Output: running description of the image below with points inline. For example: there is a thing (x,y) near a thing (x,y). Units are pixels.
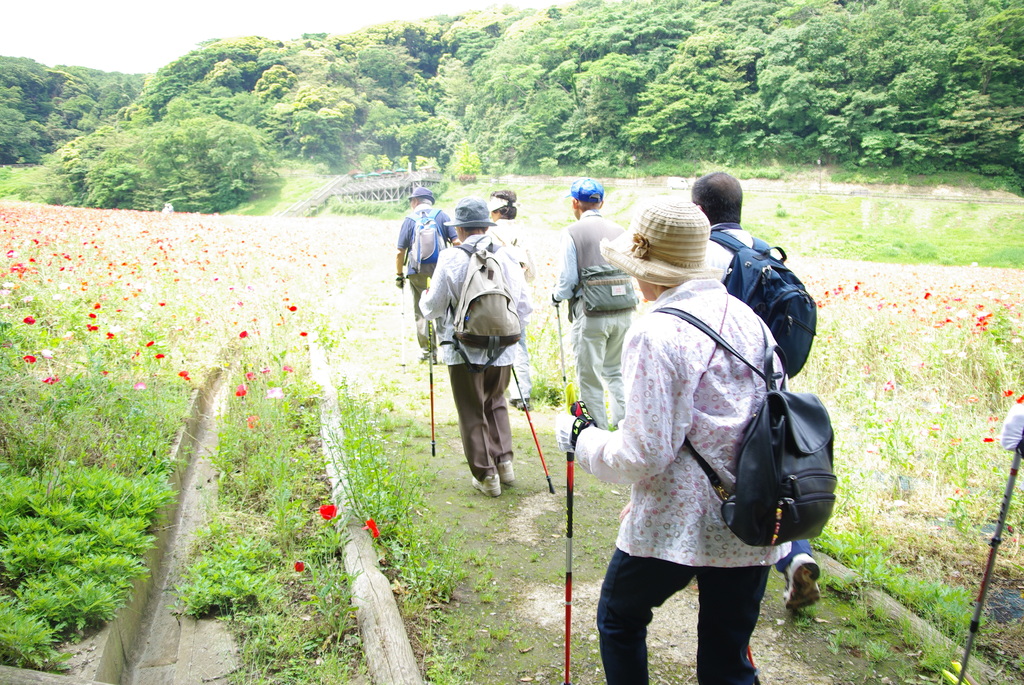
In this picture we can see a group of people (452,245) carrying bags (414,255) and holding sticks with their hands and walking on the ground (444,561), flowers (255,242) and in the background (131,82) we can see trees (414,142).
